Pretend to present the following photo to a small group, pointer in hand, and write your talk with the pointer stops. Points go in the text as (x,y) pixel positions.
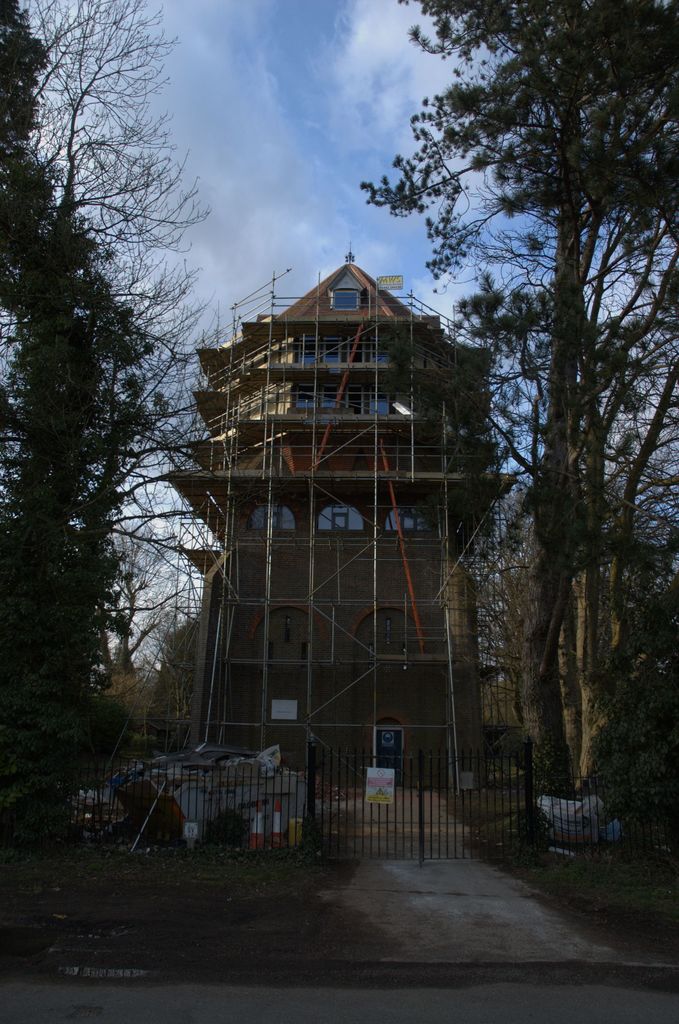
In this image in the center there is a fence (432,827) which is black in colour and behind the fence (422,830) there are objects (189,789) and in the background (178,532) there are trees (565,605) and there is a building (326,548) and the sky (297,139) is cloudy.
